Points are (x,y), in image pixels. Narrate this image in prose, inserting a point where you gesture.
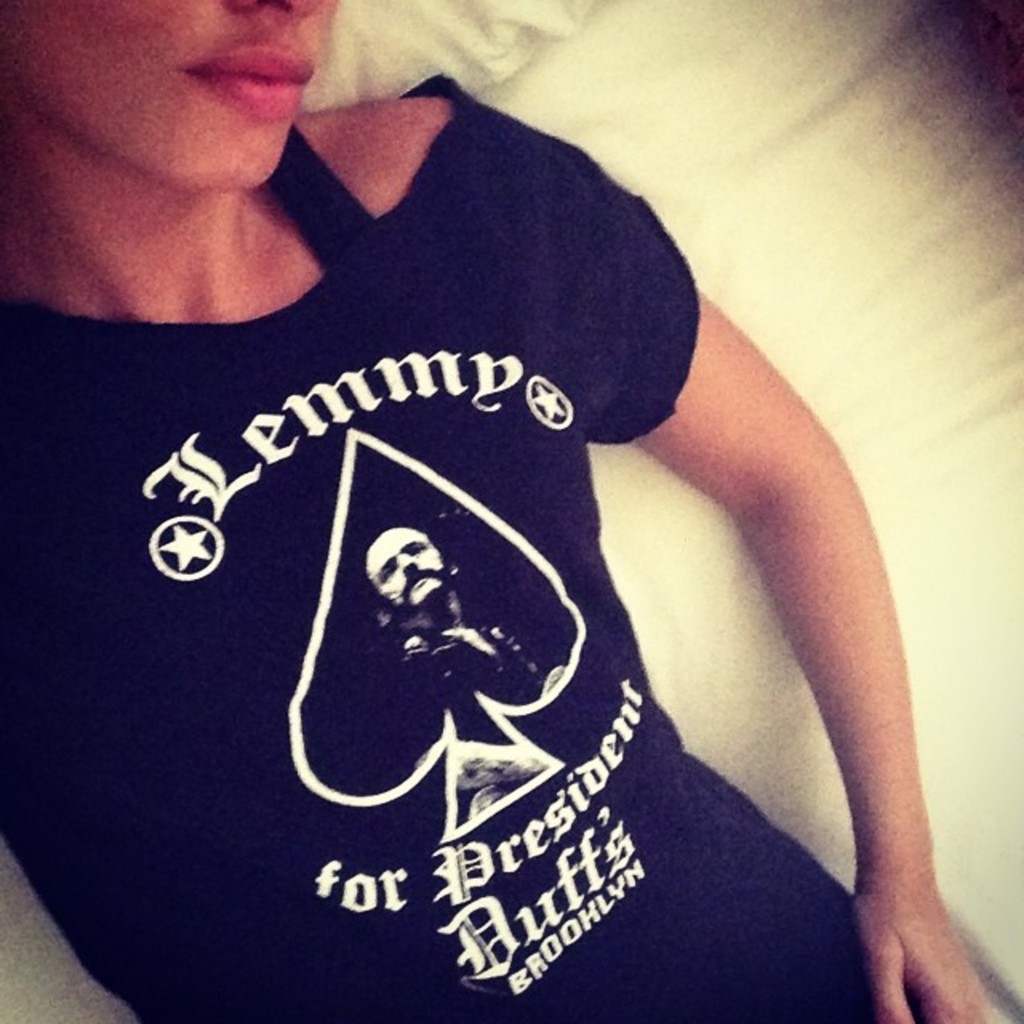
In this image we can see a person (341,553) lying on a bed (658,604).
